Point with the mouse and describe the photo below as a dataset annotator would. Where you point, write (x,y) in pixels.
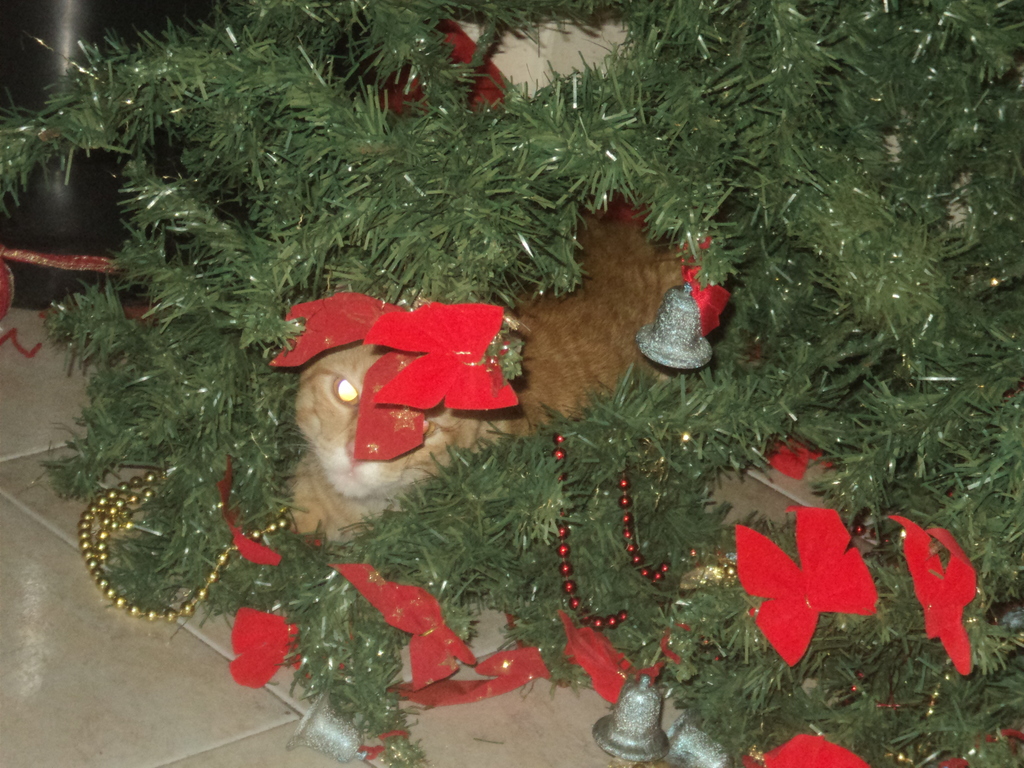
In this image we can see the decorated Christmas tree (798,71). We can also see the cat (650,259) and also the floor (193,706).
